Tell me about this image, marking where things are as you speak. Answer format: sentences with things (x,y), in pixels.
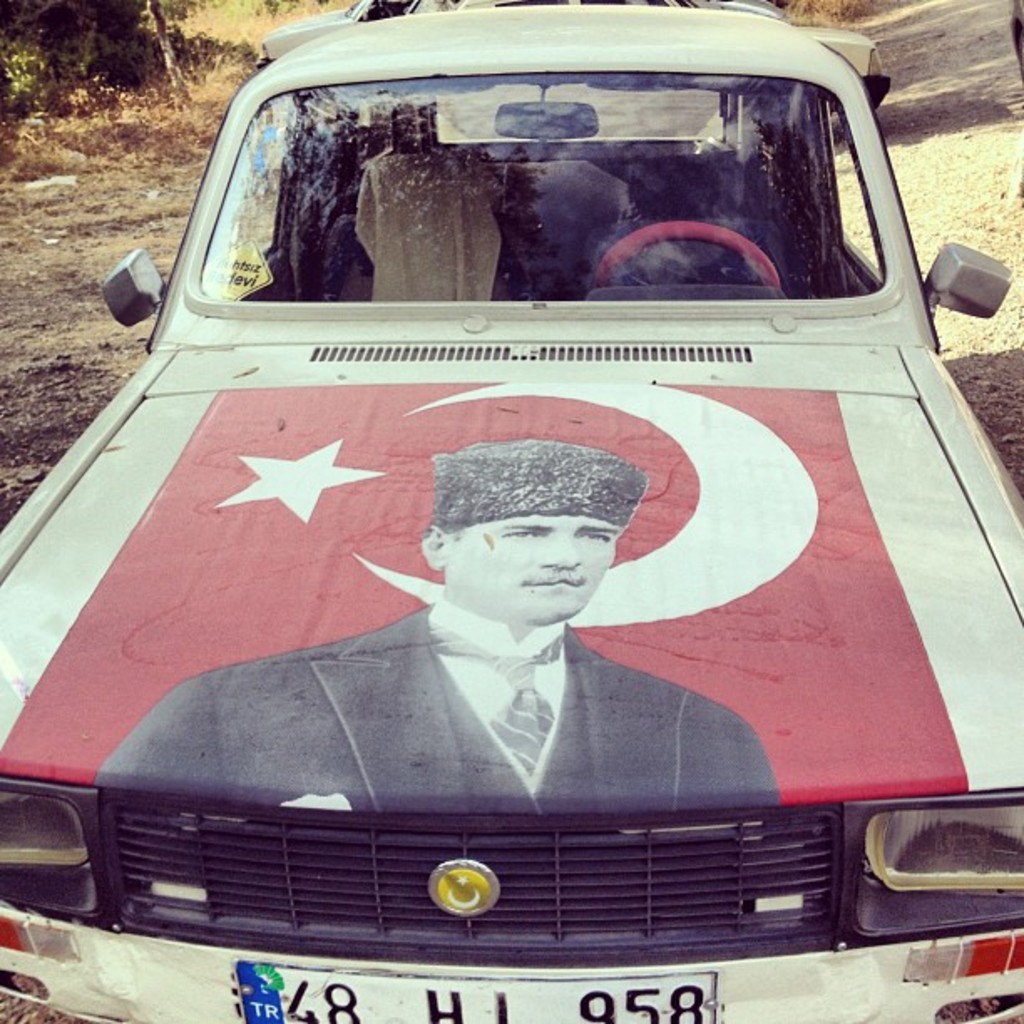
This picture is clicked outside. In the center (354,363) we can see a white color car (884,471) parked on the ground (67,276) and we can see the picture (665,710) of a person (516,639) and some other pictures (405,416) on the car (239,599). In the background (321,1) we can see the group of vehicles (820,31), plants (93,61) and some other objects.
